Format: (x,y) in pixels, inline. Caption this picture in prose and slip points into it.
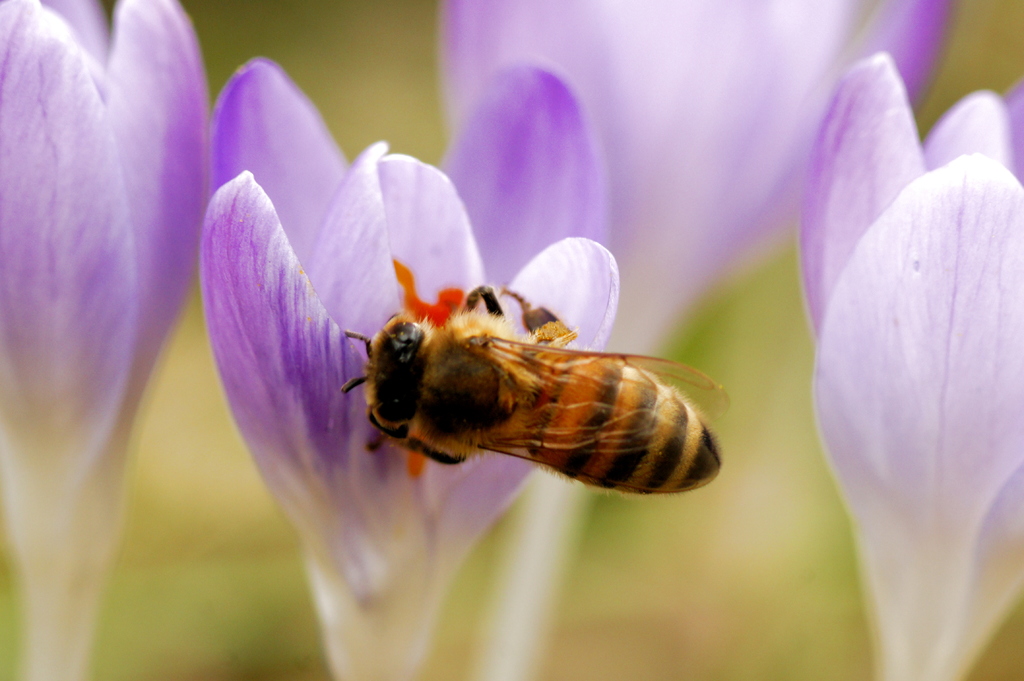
In this picture I can observe a honey bee (497,377) on the purple and white color flower (307,343). There are some flowers (493,151). The background (308,66) is blurred.
